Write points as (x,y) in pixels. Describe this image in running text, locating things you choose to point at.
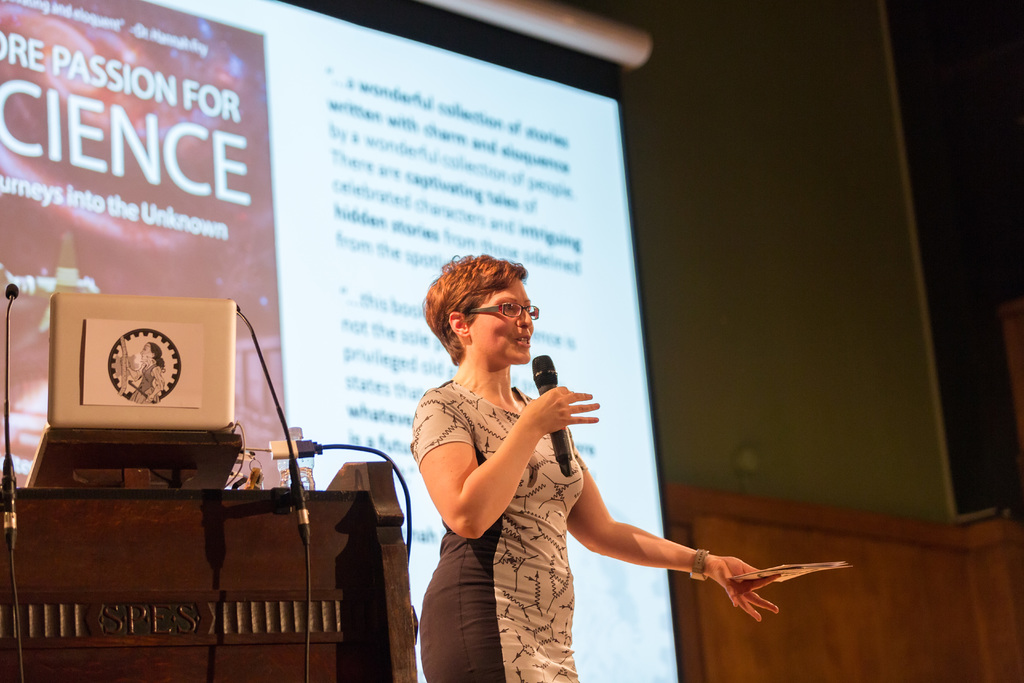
In this image in the center (506,342) there is one woman (487,445) standing and she is holding a mike (544,375) and talking, and also she is holding some papers (778,566). On the left side (256,543) there is one podium (208,529), on the podium (378,550) there is a laptop (154,406), mike (5,501) and some objects (218,457). And in the background (259,333) there is a screen (13,238) and wall (671,322) and some objects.
